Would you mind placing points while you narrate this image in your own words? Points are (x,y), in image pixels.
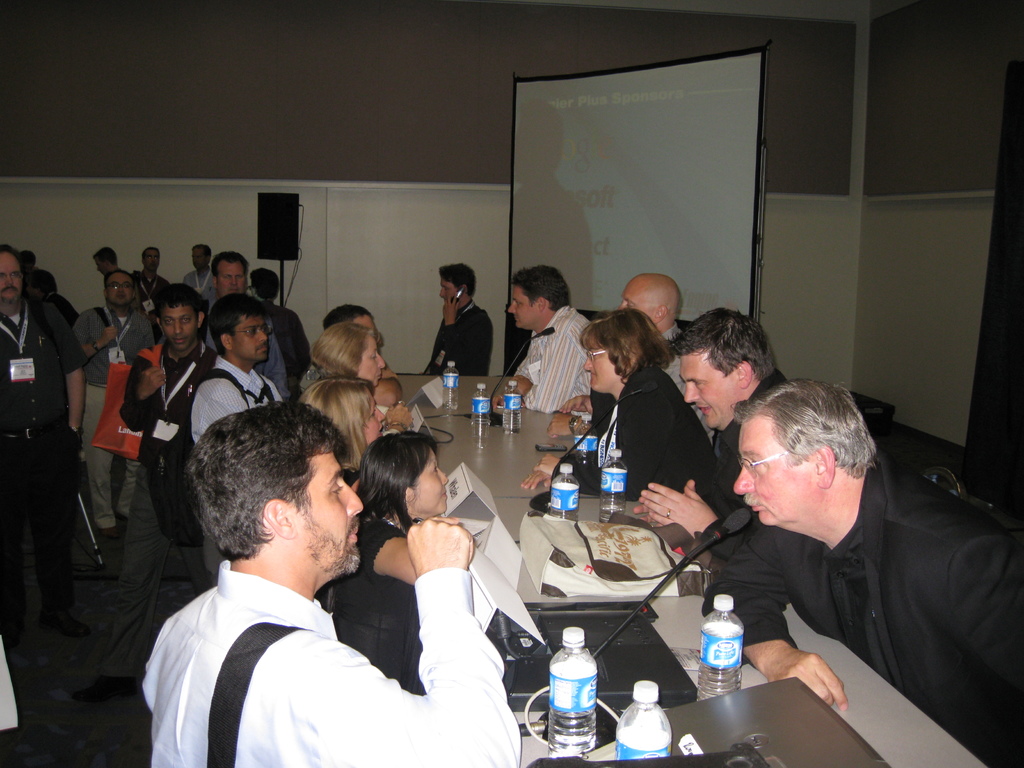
In this picture we can see many bottles (612,482), microphones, bag (609,548) and devices (575,612) are visible on the table (440,415). We can see a few people (593,400) sitting on the chair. Some people (33,299) are standing on the left side (217,311). We can see a loudspeaker (295,238) and a projector (666,114). A wall (499,226) is visible in the background (464,240).
